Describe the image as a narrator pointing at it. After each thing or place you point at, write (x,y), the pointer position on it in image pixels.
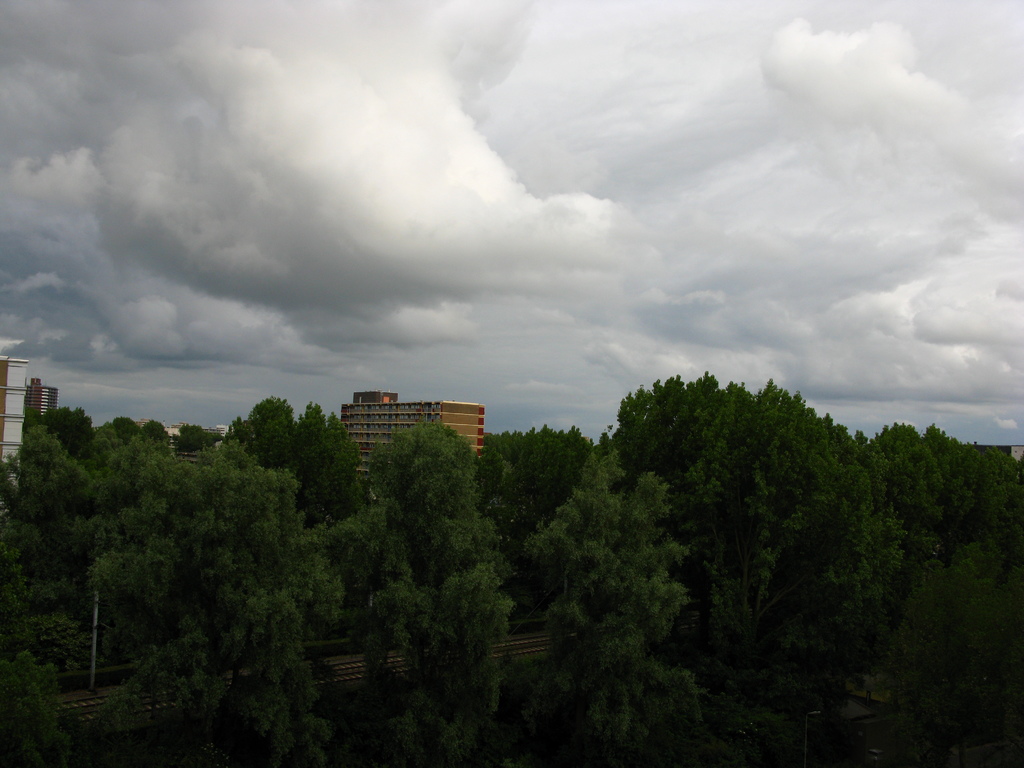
In this picture we can see a few trees (515,432) from left to right. There is a railway track (350,670) and a pole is visible on the left side (93,674). We can see few buildings (476,436) in the background (460,427). Sky (957,437) is cloudy.
